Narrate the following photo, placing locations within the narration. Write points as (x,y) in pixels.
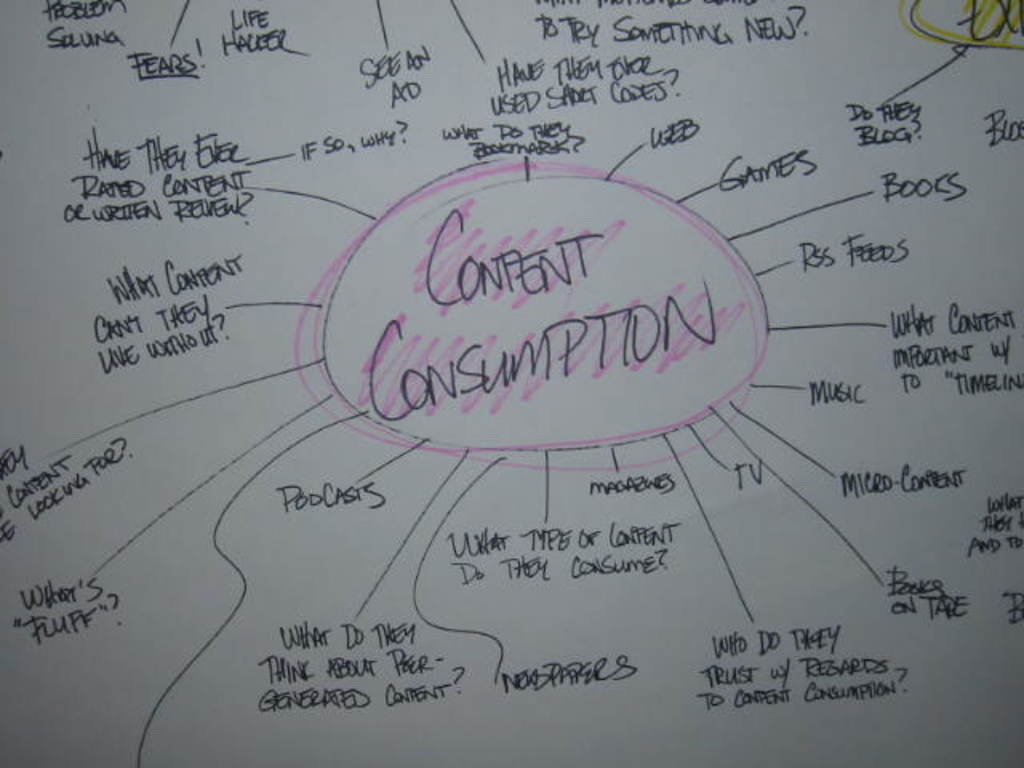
In the image we can see there is a white colour board (354,474) and there are writings (661,144) on the board (495,210) with black colour, pink colour and yellow colour marker (947,29).
